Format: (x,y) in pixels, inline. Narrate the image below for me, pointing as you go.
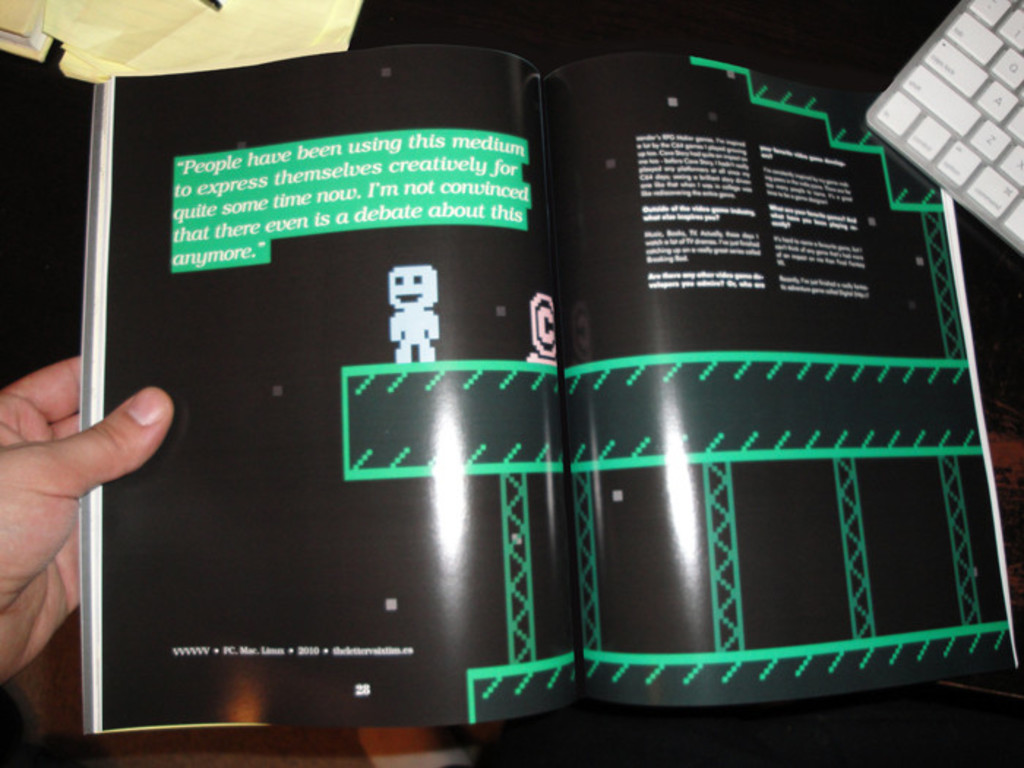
In this image, we can see a person (59,389) holding a book (165,536) and there is some text (515,216) and we can see cartoon images (419,306). In the background (890,128), there is a keyboard (918,114) and we can see some papers (167,33).
